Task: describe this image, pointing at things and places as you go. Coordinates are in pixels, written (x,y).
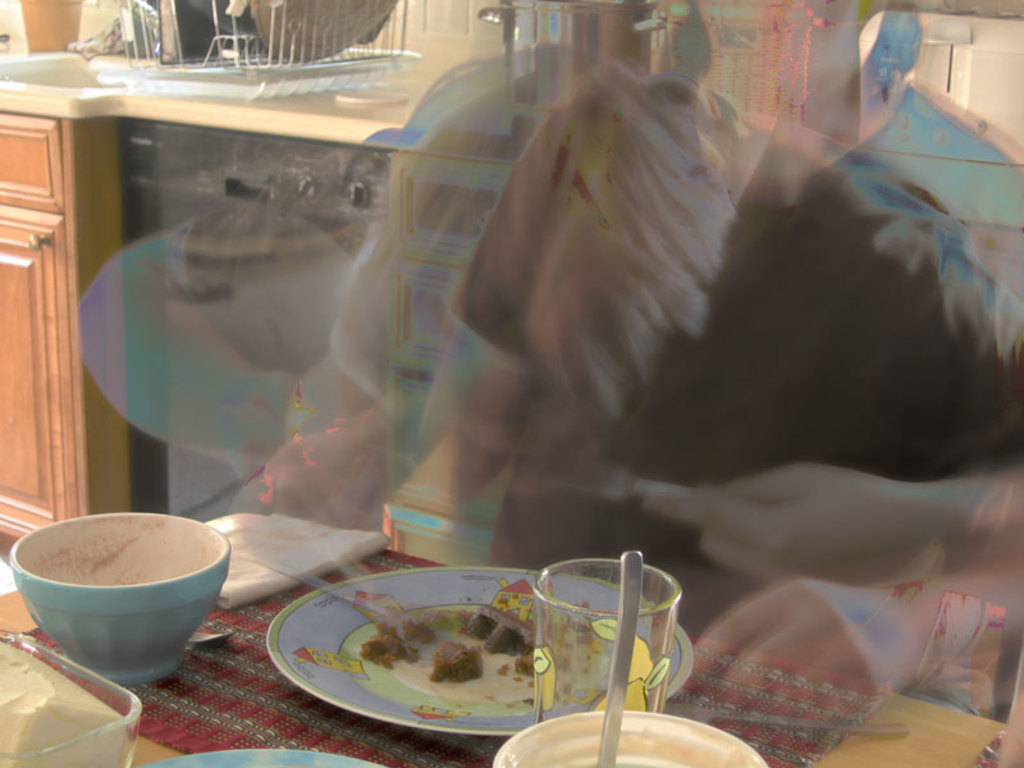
This looks like an edited image. Here is a person (792,416). This is the table (908,767) with a dining mat (216,729). I can see a bowl (176,627), plate (339,662), glass (534,657), tissue paper (243,601), spoon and few other objects (115,701) on it. This looks like a cupboard (36,283) with door (29,282). I think this is the kitchen cabinet (252,106). I can see an object (975,90), which is white in color.
